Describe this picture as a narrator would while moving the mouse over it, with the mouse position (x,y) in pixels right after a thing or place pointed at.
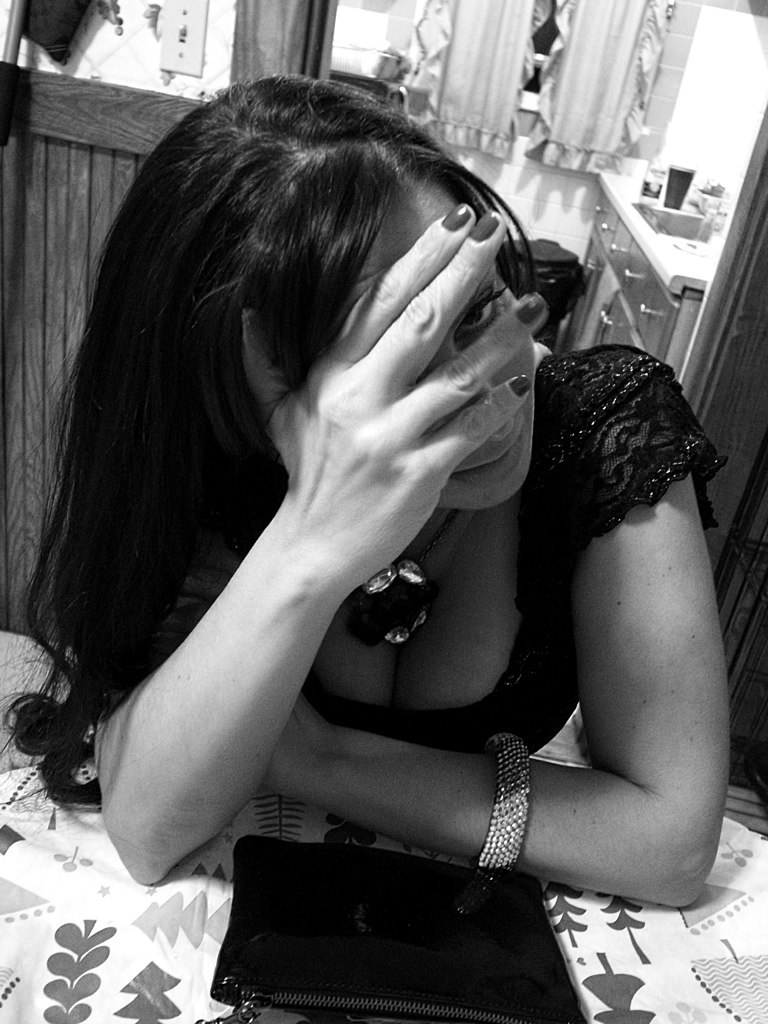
There is a lady (567,445) in the foreground (481,428) and a clutch (349,961) at the bottom side (367,952). There are cupboards (598,220), curtains (579,160), glass (673,208) and other objects (576,289) in the background area (506,84).
